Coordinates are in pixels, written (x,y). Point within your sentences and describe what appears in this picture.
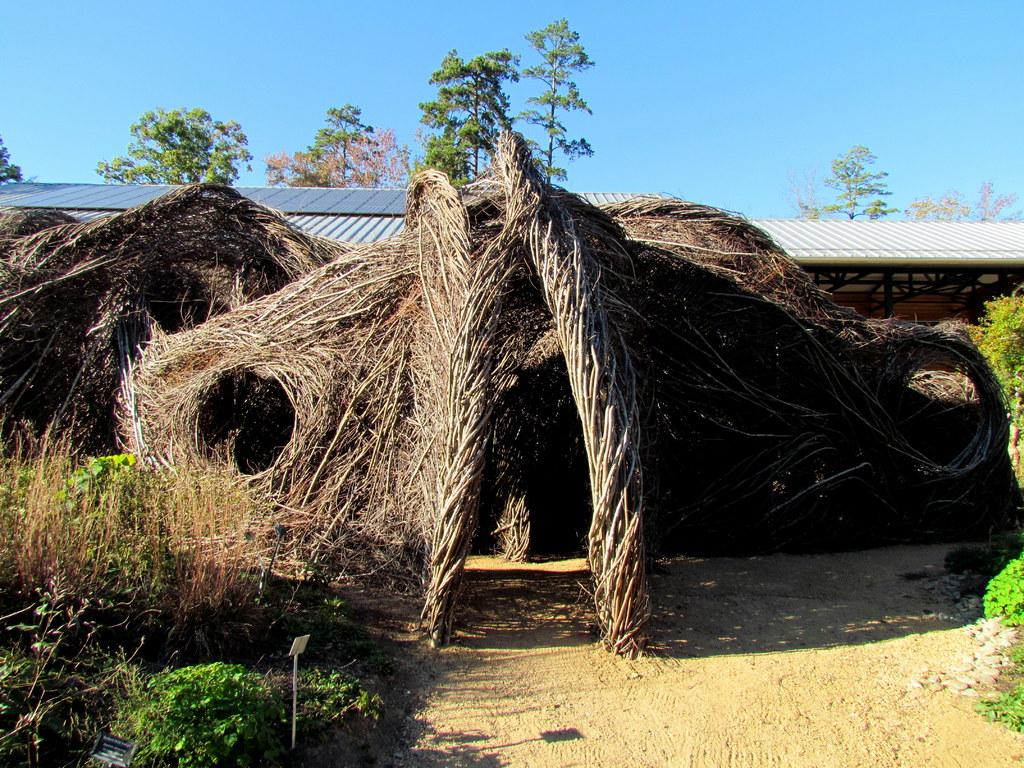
In this image I can see grass (86,586) in front of tent house (167,242) and there are some trees (325,151) and the sky (805,87) visible at the top (796,28) and there are some plants (104,693) visible in the foreground (97,682).
